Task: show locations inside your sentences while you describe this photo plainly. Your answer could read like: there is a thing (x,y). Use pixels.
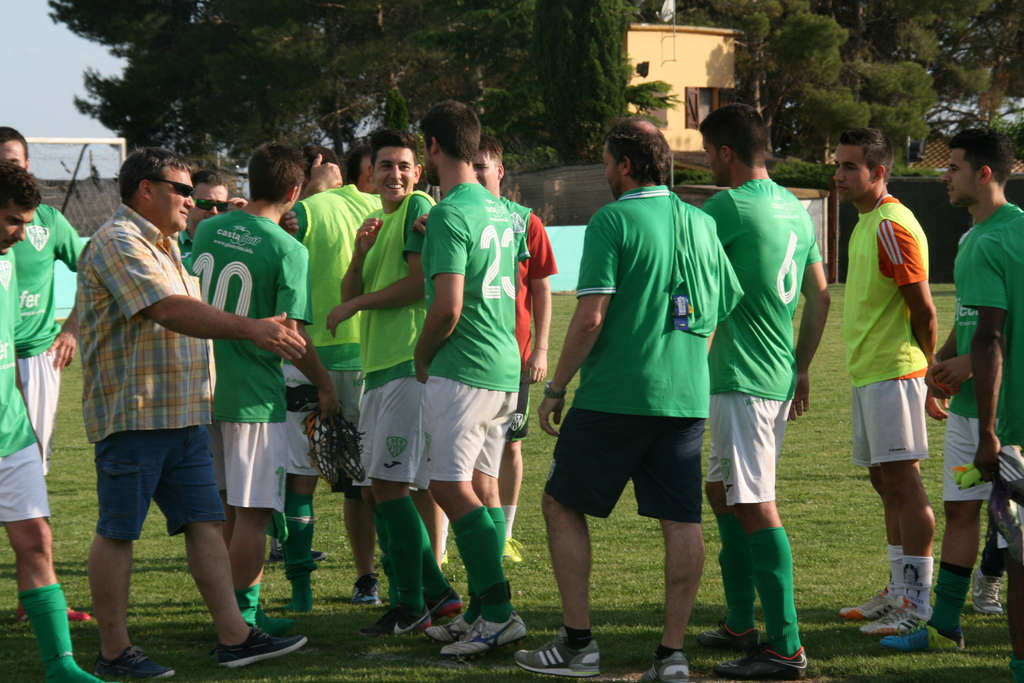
In this picture we can see a few people (434,524) standing on the ground (822,665). Some grass (813,564) is visible on the ground (866,649). There is a net (48,192) on the left side (108,201). We can see a few trees (362,56) and a building (697,54) in the background (600,77).
